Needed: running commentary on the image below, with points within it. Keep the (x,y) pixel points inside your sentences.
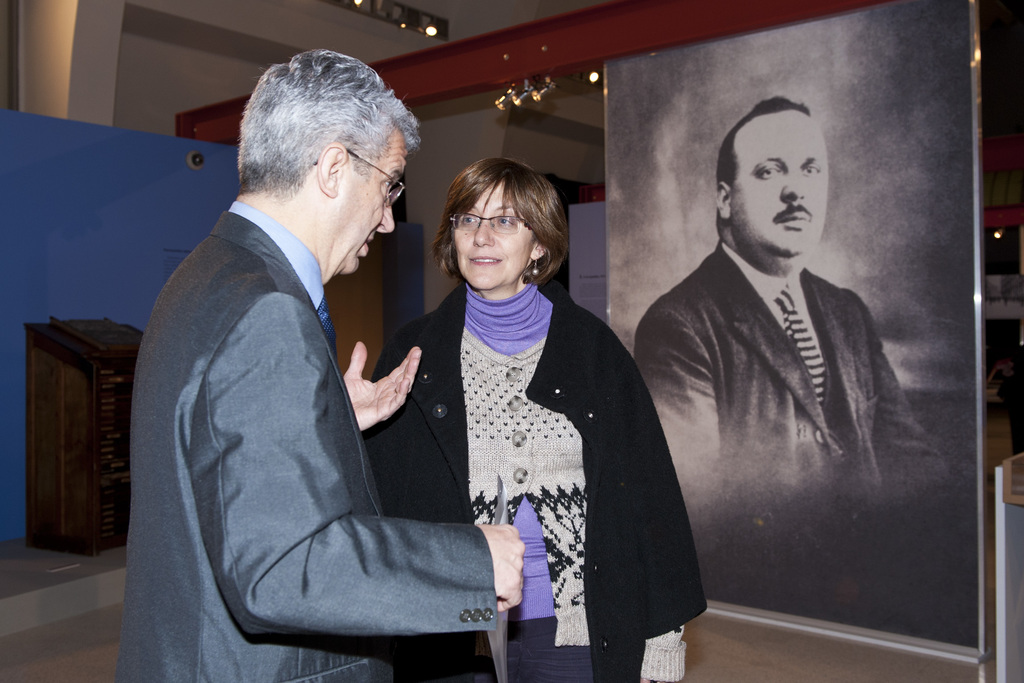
There is a person (262,444) wearing suit (270,471) is standing and speaking and there is a woman (515,405) standing beside him and there is a picture (805,300) of a person (818,308) in the right corner (839,328).
